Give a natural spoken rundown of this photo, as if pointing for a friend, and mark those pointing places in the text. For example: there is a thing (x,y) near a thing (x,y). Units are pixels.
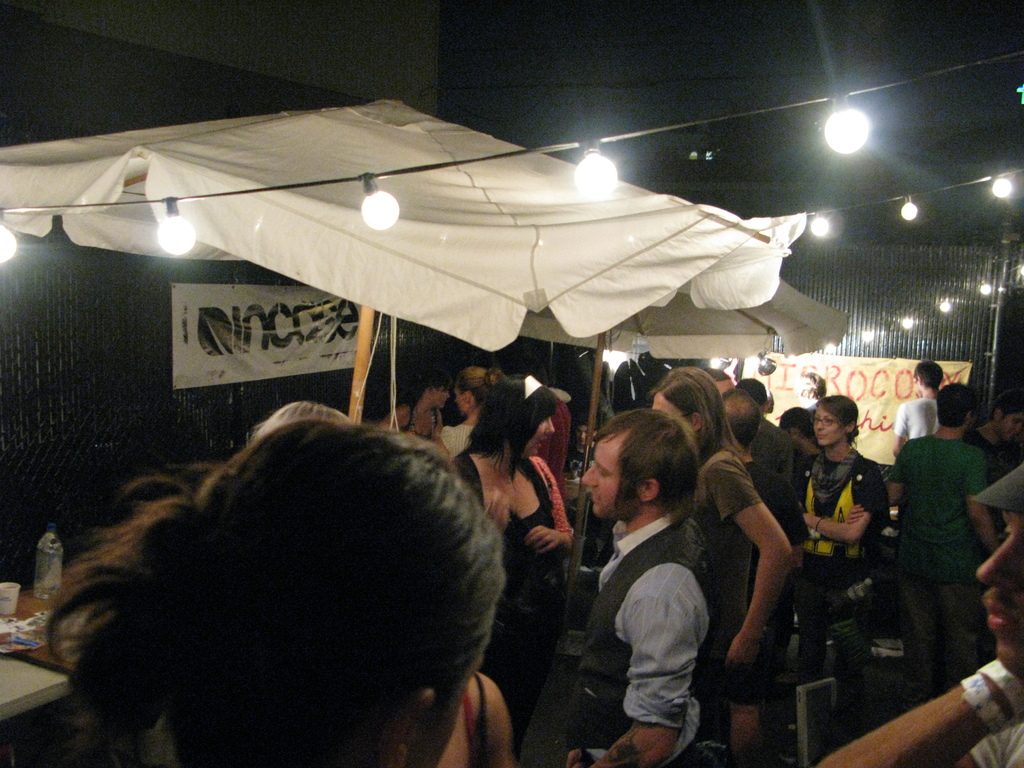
In this image, we can see many people (700,430), at the top (366,197) we can see some lights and we can see two sticks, on the right side (846,384) we can see some text (848,371) on the paper (787,375).
